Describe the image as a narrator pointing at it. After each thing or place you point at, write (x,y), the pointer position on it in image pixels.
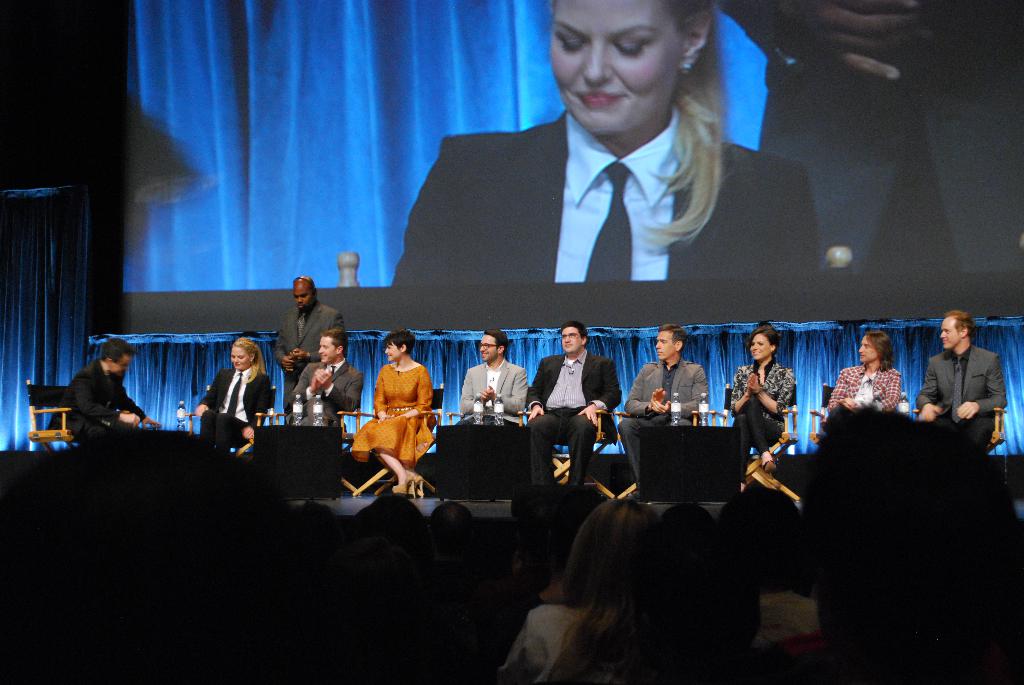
In the image we can see there are people (944,424) sitting and one is standing, they are wearing clothes (310,357). Here we can see the projected screen (484,114) and the curtains (51,297). There are many chairs (38,406) and water bottles (319,407) kept on the table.
